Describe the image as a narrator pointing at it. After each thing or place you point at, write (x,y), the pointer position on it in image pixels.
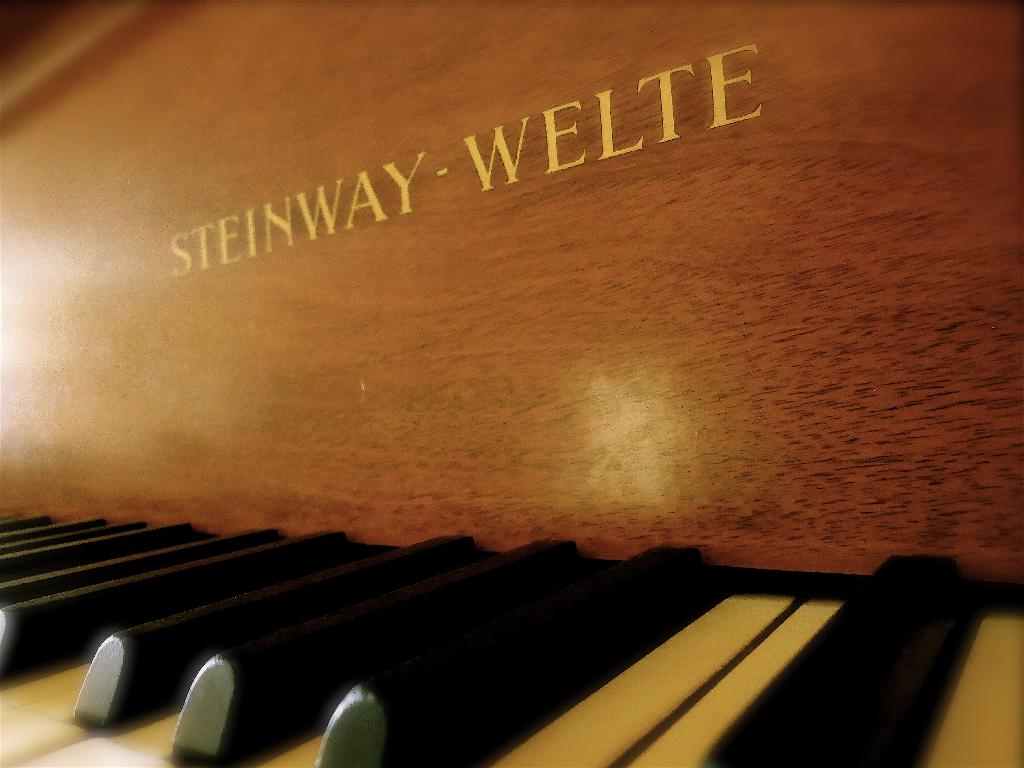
There is a piano (190,658) in this given picture with black and white keys (89,693) are, made up of wood (304,352).
